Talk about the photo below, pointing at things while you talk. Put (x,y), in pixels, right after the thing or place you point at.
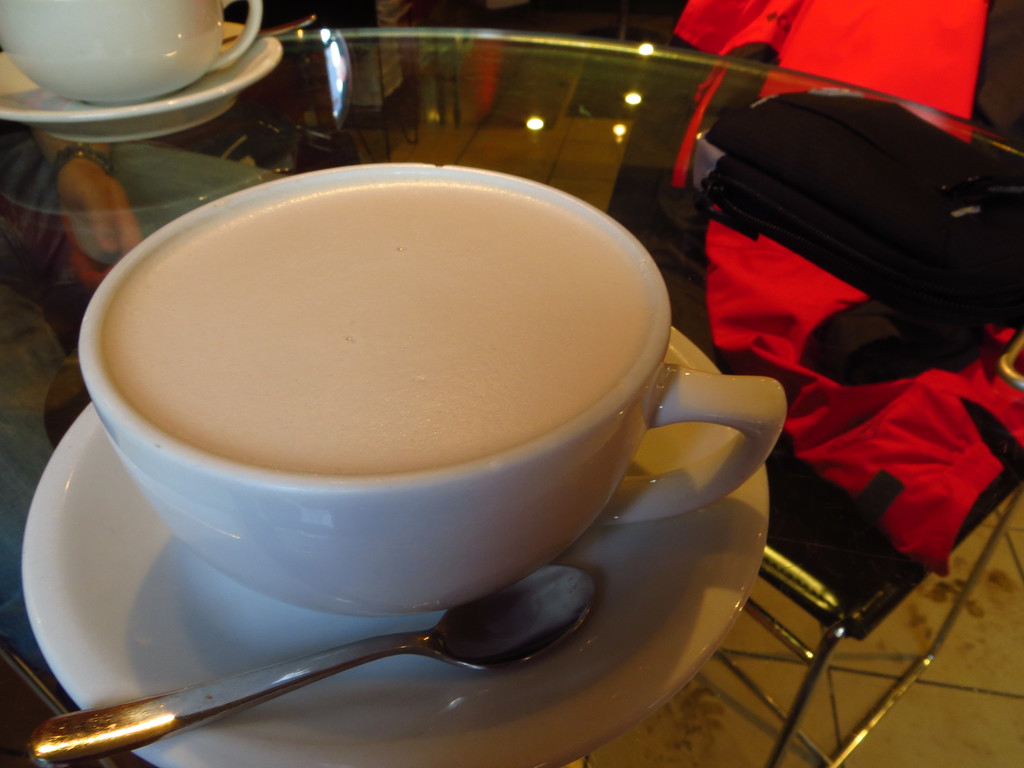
Bottom of the image (703,682) there is a glass table (22,210), on the table (22,210) there are some cups (71,96) and saucers (99,625) and spoon (566,629) and there is a bag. Behind the table (736,105) there is a chair (854,510).
